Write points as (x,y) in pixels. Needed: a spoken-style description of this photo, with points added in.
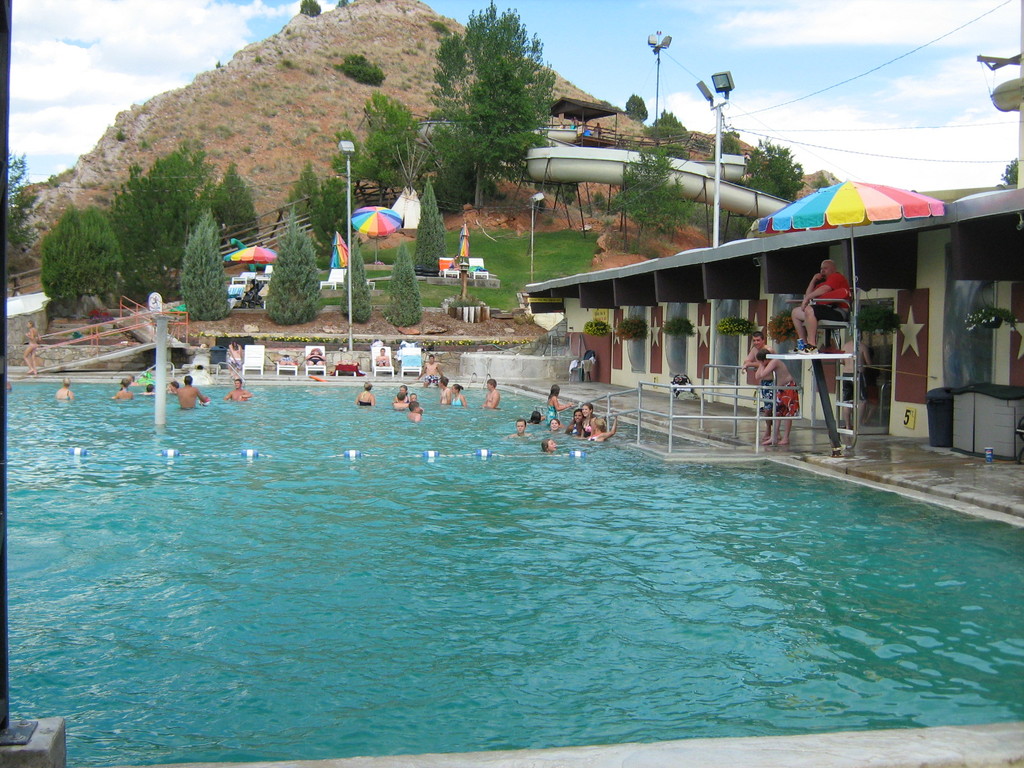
In the image there are few people (531,423) swimming in the pool (361,418), on the right side (994,263) there is a building (808,263) with water slide (628,168) behind it and there are trees (409,256) all over the image on the hill (343,54) and behind its cloud (762,32) in the sky (98,67).
